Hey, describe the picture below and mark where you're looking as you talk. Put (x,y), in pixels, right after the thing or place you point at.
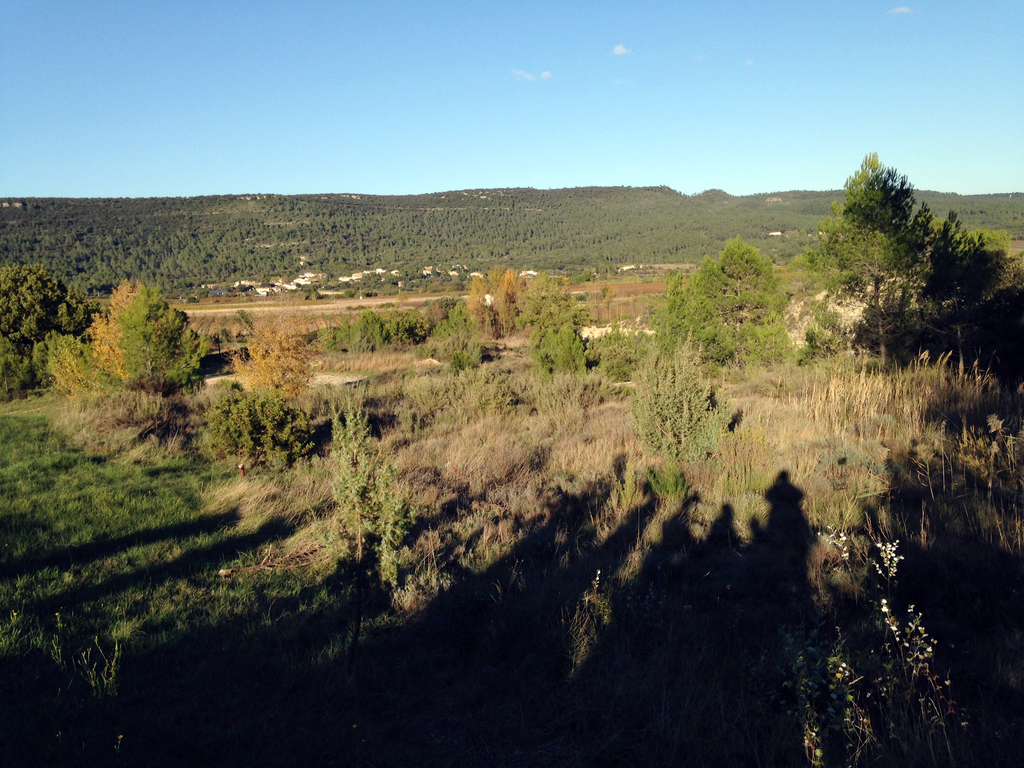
In this image at the bottom (328,624) there is grass (439,461), plants (211,425) and some trees (946,230). And in the background (600,250) there are some houses (354,274), trees (490,248), mountains (416,241), and at the top (421,121) there is sky (530,117).
